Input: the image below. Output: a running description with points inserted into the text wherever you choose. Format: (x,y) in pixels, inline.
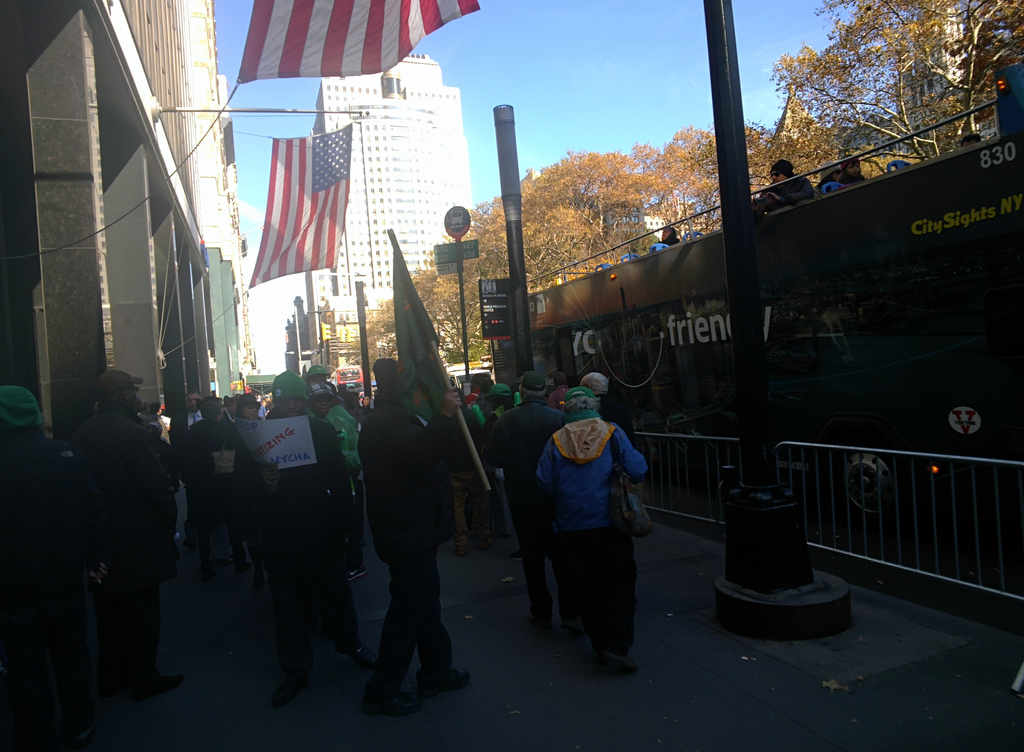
In the picture I can see group of people (405,508) are standing among them some are holding placards (295,439) and a flag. In the background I can see buildings (430,234), trees (472,281), the sky (274,370), poles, pillars (126,312) and some other objects (445,224).
